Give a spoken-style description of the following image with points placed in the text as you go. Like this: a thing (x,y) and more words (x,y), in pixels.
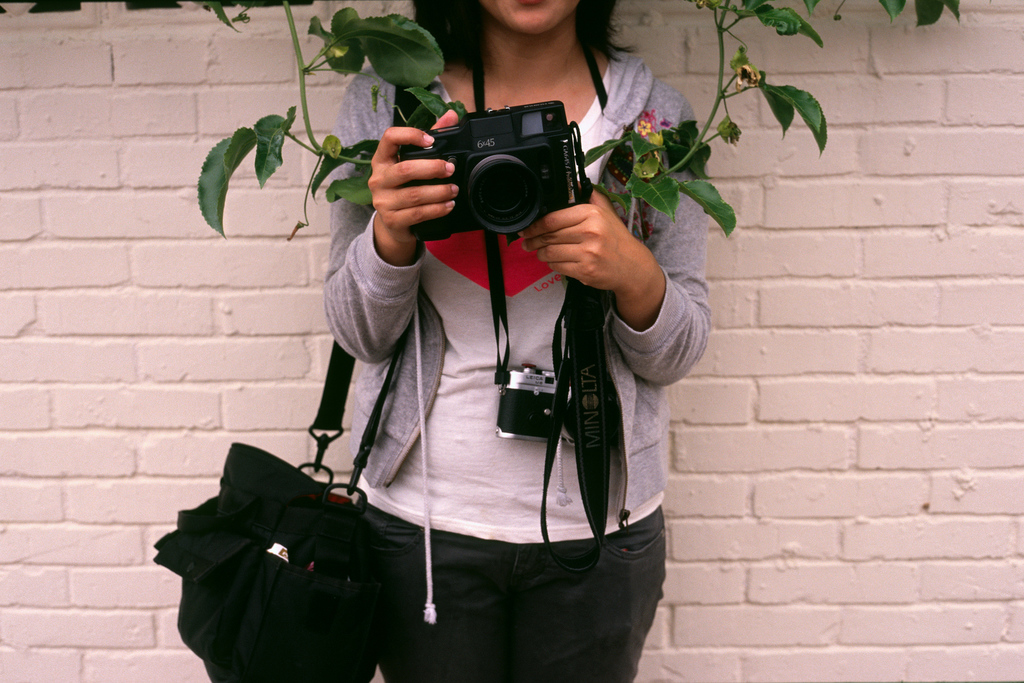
In this picture there is a woman (596,117) standing and holding the camera (529,152). At the back (974,199) there is a plant (767,98) and there is a wall (808,286).
